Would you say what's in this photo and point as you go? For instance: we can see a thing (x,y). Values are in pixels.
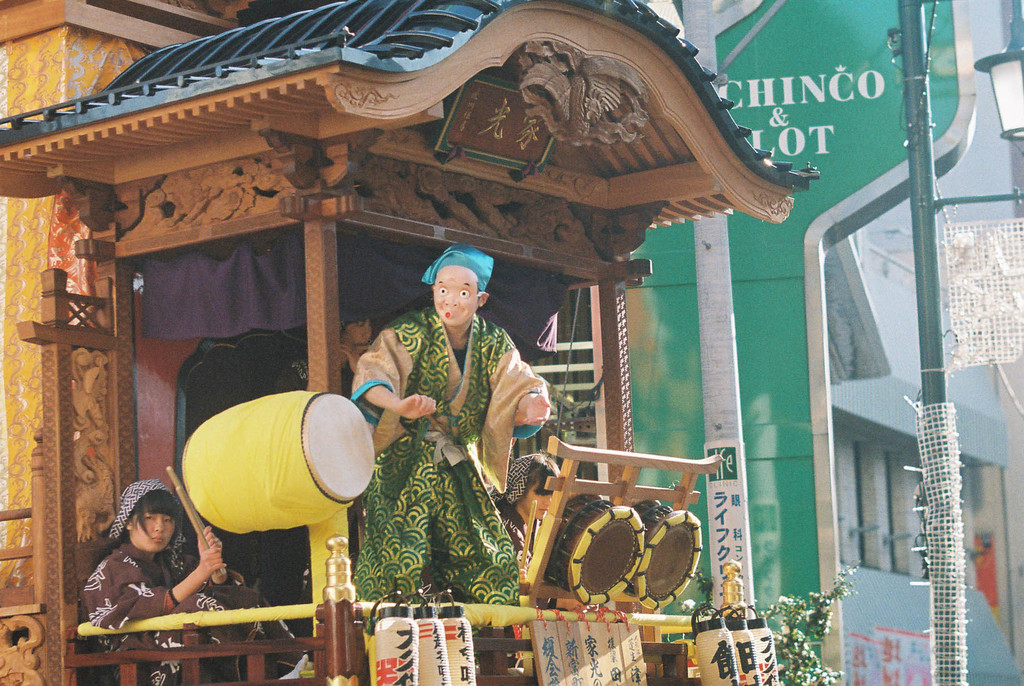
In this image I can see a two woman (217,551) is sitting. The woman (138,560) is holding something. At the back side (840,308) there is a building (876,329) and a windows (861,474). In front (427,487) there is a masked person (455,415) in the wooden house (286,215). There are drums (627,507). I can see a pole (914,172) and a light (1012,116).
